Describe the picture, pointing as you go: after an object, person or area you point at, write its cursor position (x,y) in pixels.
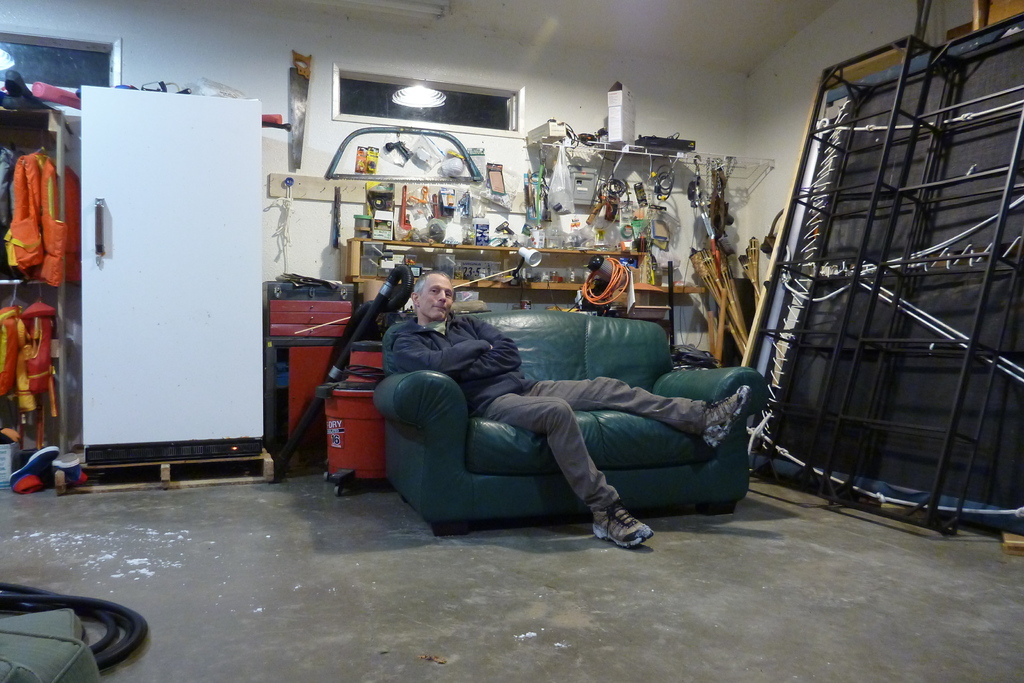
This image is taken indoors. At the bottom of the image (290,600) there is a floor (297,618). In the background (541,69) there is a wall (557,90) with two ventilators (95,53). At the top of the image (613,35) there is a roof (729,30). In the middle of the image (550,376) a man (602,472) is sitting on the couch (447,415). There are many things (362,378) on the floor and there are a few things (362,230) on the shelves (680,288). On the left side of the image (158,172) there is a wardrobe (124,317) and there are a few safety jackets (30,248) on the shelves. There are two shoes (29,468) and there is a pipe (133,623) on the floor (64,579). On the right side of the image (887,324) there is a wooden board (886,62) and there are a few iron bars (932,496).
